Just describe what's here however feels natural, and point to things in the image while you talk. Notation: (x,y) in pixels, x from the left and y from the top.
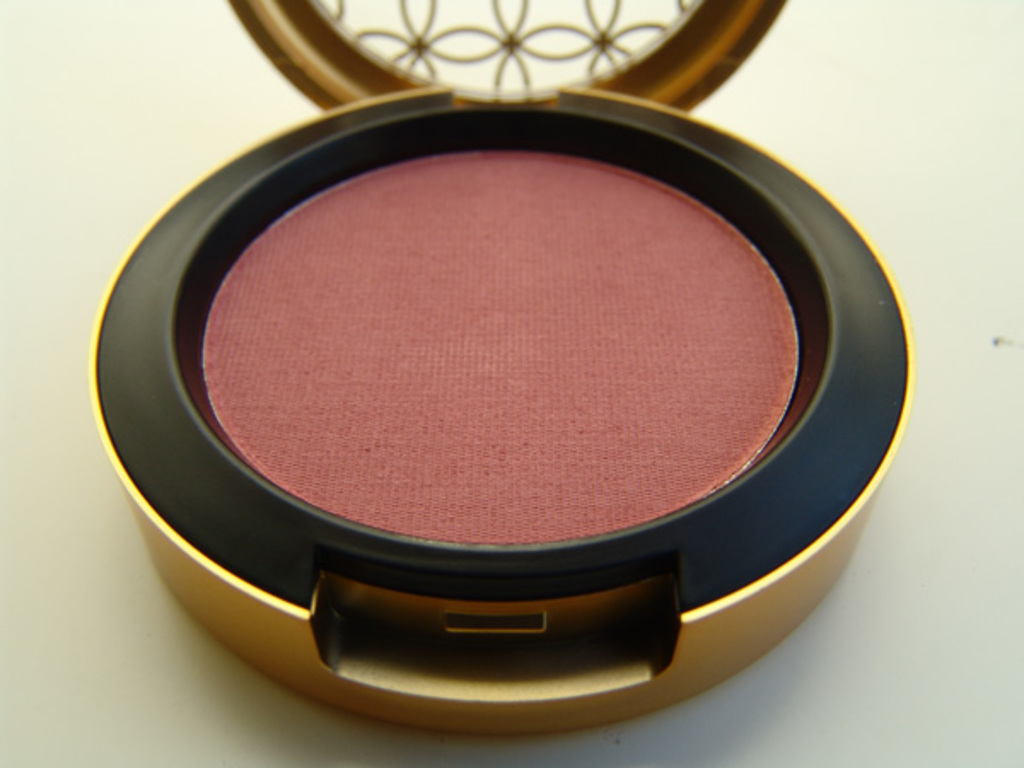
In this picture I can see a powder blush (550,344) on an object (899,724).
